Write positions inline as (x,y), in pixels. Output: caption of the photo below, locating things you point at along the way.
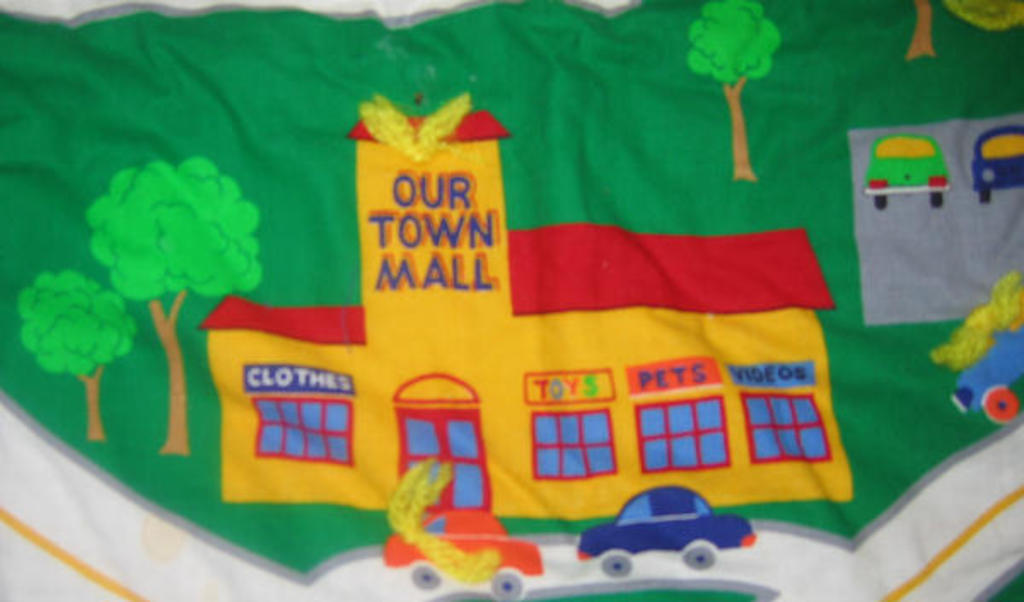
This image consists of a banner (198,370) on which there are pictures (339,420) of a building (488,434) and cars (453,540) along with trees (158,311) and grass (150,330).
